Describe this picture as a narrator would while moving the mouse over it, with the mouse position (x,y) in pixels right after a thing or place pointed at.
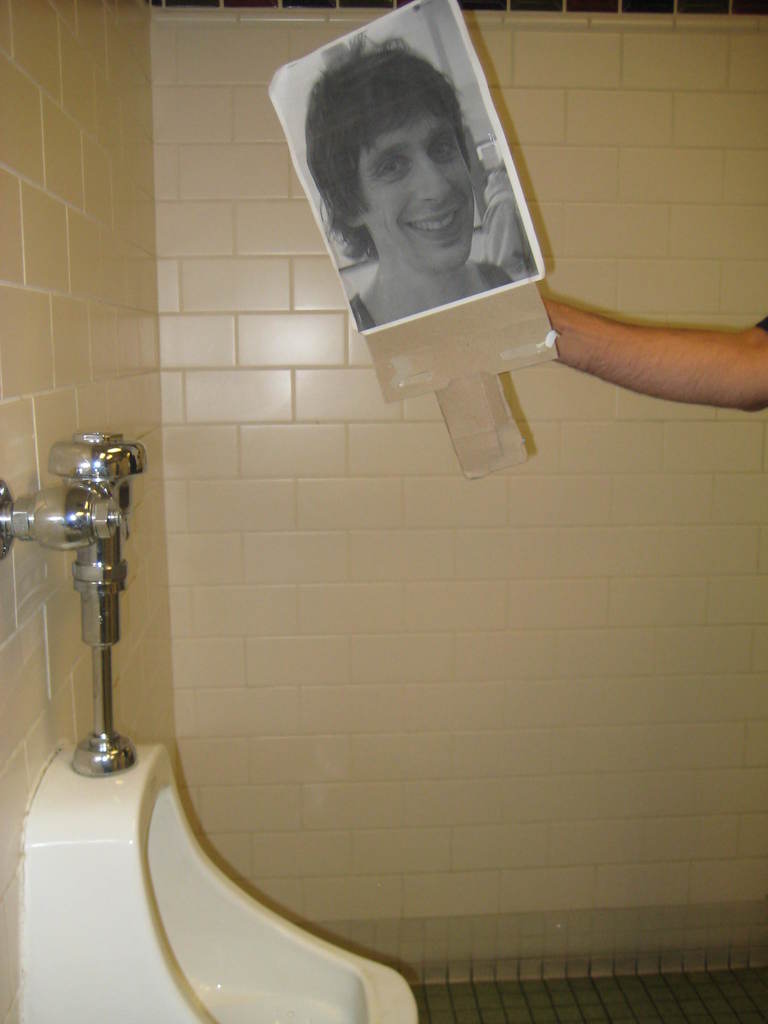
In this image I can see a person hand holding a board (446,15). In the board (505,204) I can see a person face (395,93). In front (208,941) I can see a toilet (270,958) in white color and I can also see a tap (71,447) attached to the wall (135,431) and the wall (131,319) is in cream color.
